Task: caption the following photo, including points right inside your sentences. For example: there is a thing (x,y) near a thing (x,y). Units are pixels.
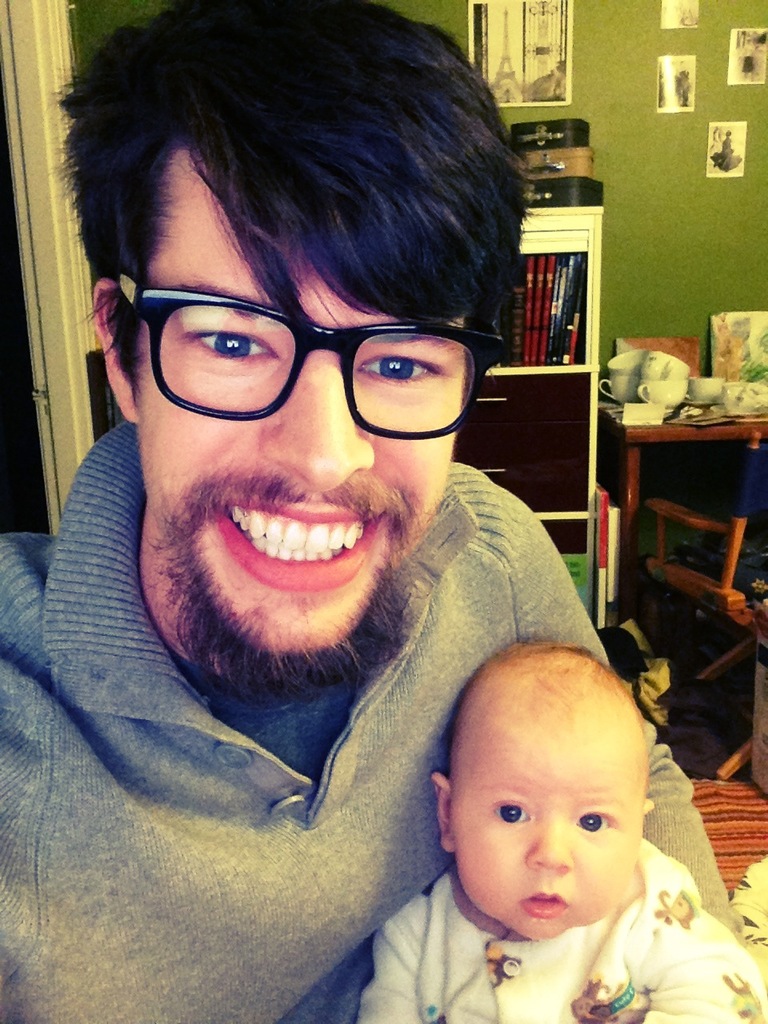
In the picture we can see a man (418,337) holding a baby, a man (329,138) is wearing a glasses (378,329), with beard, and T-shirt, in the background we can find a cupboard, in the cupboard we can see a books (543,267), under that we can see a drawer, table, on table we can see some cups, saucers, and papers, and also we can see a green color wall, with photos (532,80).
